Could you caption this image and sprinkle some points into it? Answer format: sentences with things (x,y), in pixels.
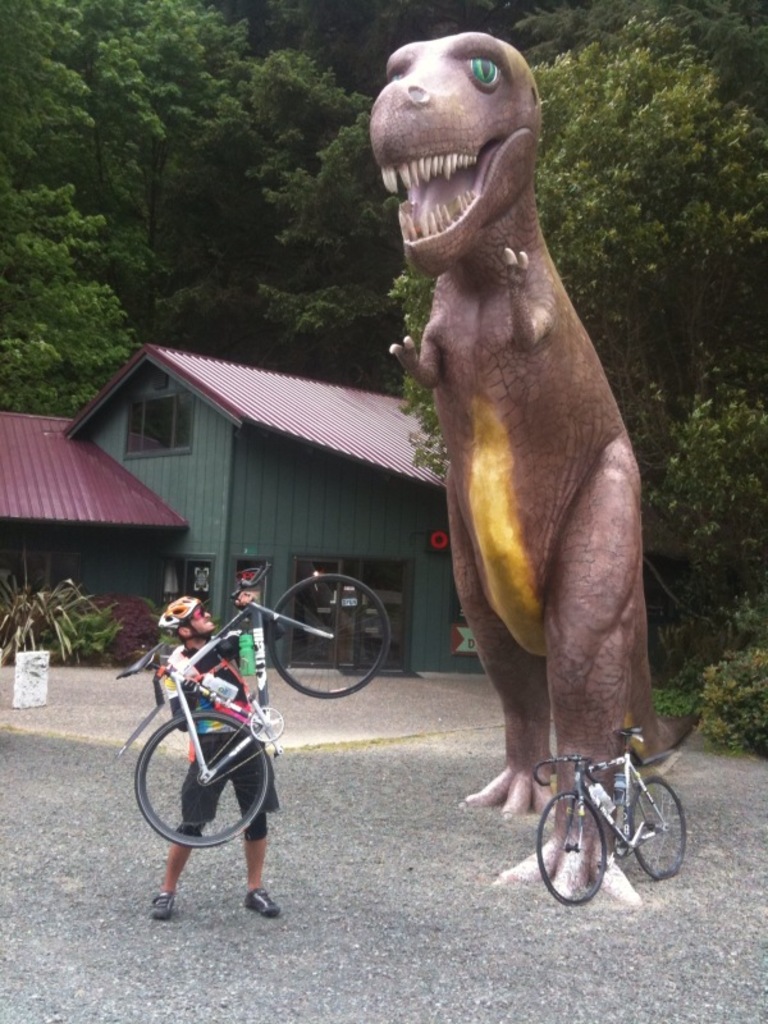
In this image we can see a statue (585,551) and there is a person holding a bicycle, there are some trees (627,309), plants (109,641), windows (183,441) and a house (175,481), also we can see a bicycle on the ground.
